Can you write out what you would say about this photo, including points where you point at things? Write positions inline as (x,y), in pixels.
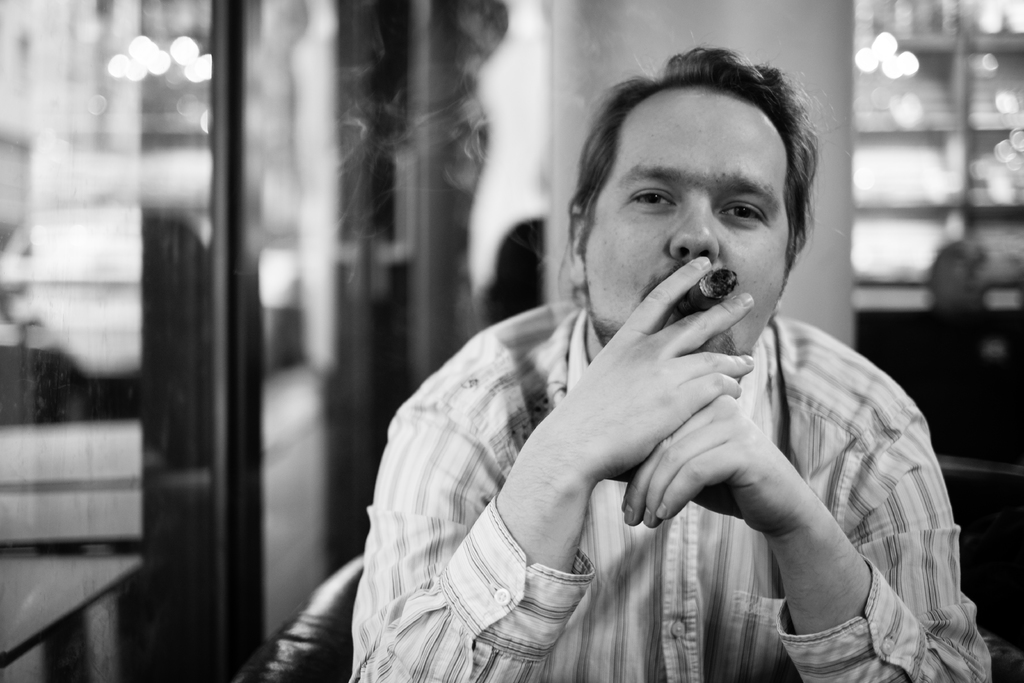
In the image in the center (657,437), we can see one person (523,466) sitting on the chair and he is holding a cigar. In the background (417,253) there is a wall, glass (116,466), table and a few other objects (537,234).
